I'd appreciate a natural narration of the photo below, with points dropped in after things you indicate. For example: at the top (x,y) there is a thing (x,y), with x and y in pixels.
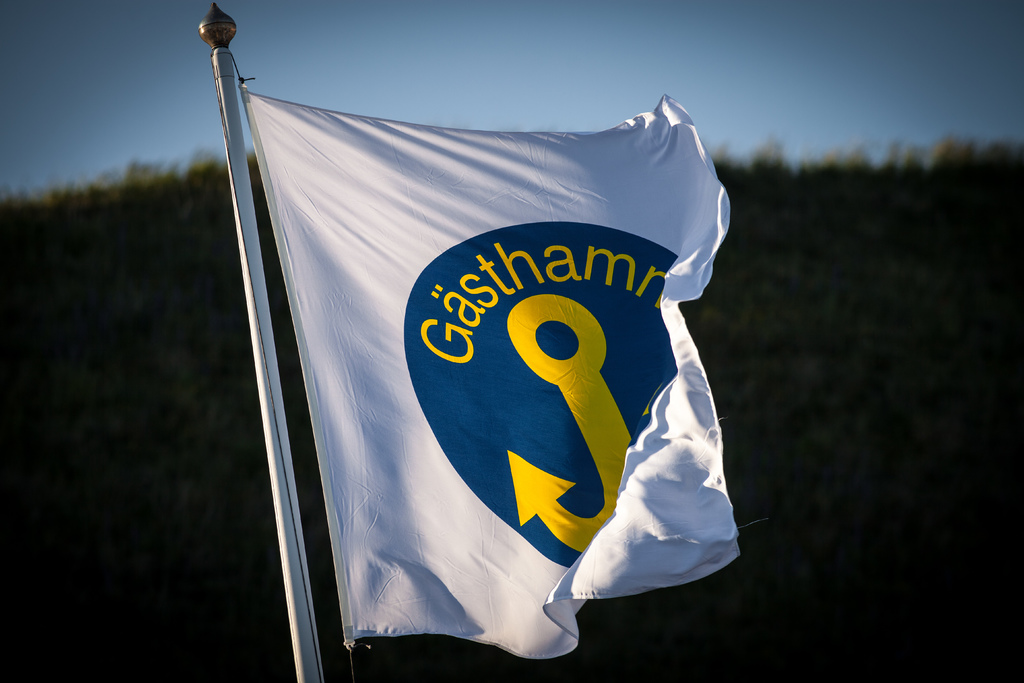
In this image we can see a flag (358,429) with a pole (310,590). In the background (170,503) it is blur.
